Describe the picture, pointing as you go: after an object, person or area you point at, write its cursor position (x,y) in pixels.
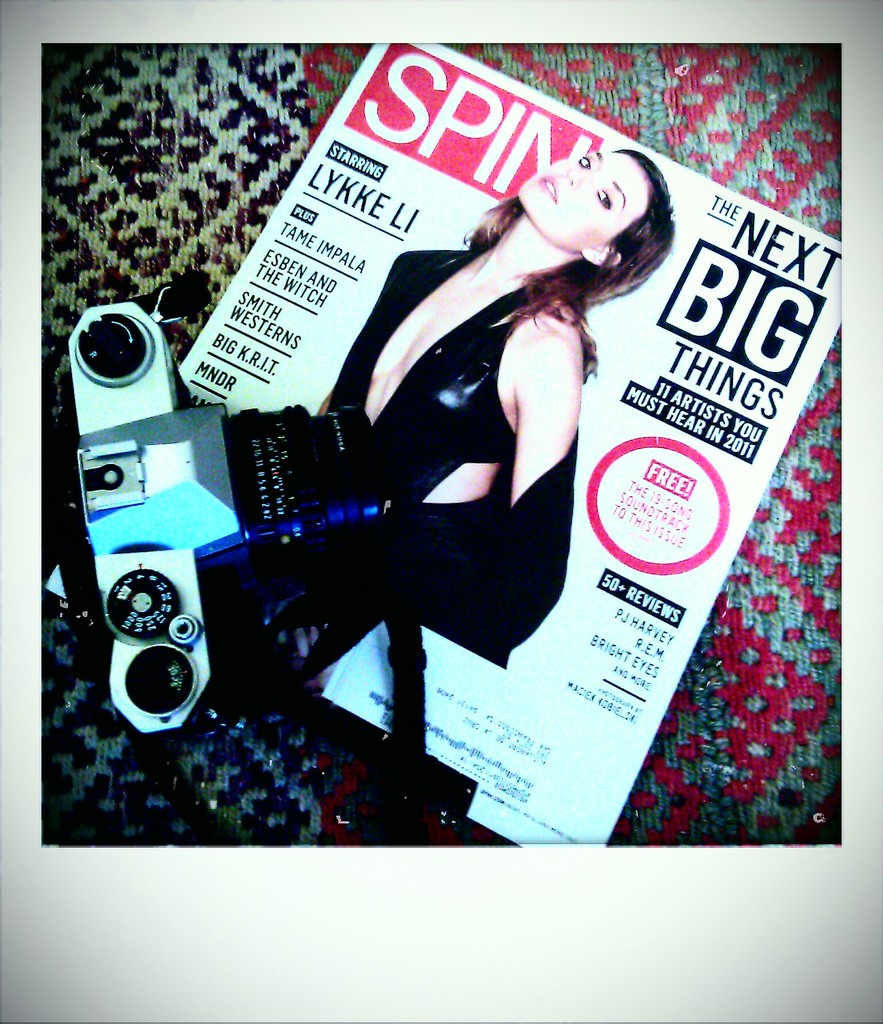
In this image we can see a camera (269,556). There is a poster (378,66). At the bottom of the image (748,805) there is carpet (272,798).
